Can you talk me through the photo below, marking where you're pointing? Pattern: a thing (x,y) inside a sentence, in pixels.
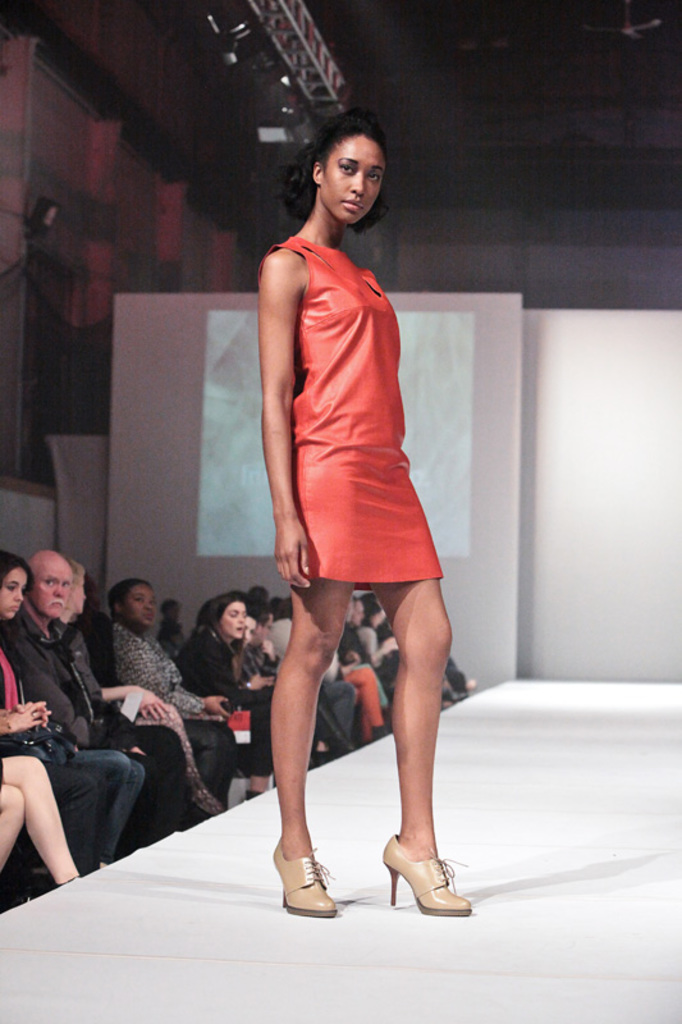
In this image there is a lady (298,624) standing on a ramp (438,755), on the left side (218,648) people (215,715) are sitting on chairs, in the background (213,294) there is a white curtain (648,602).
